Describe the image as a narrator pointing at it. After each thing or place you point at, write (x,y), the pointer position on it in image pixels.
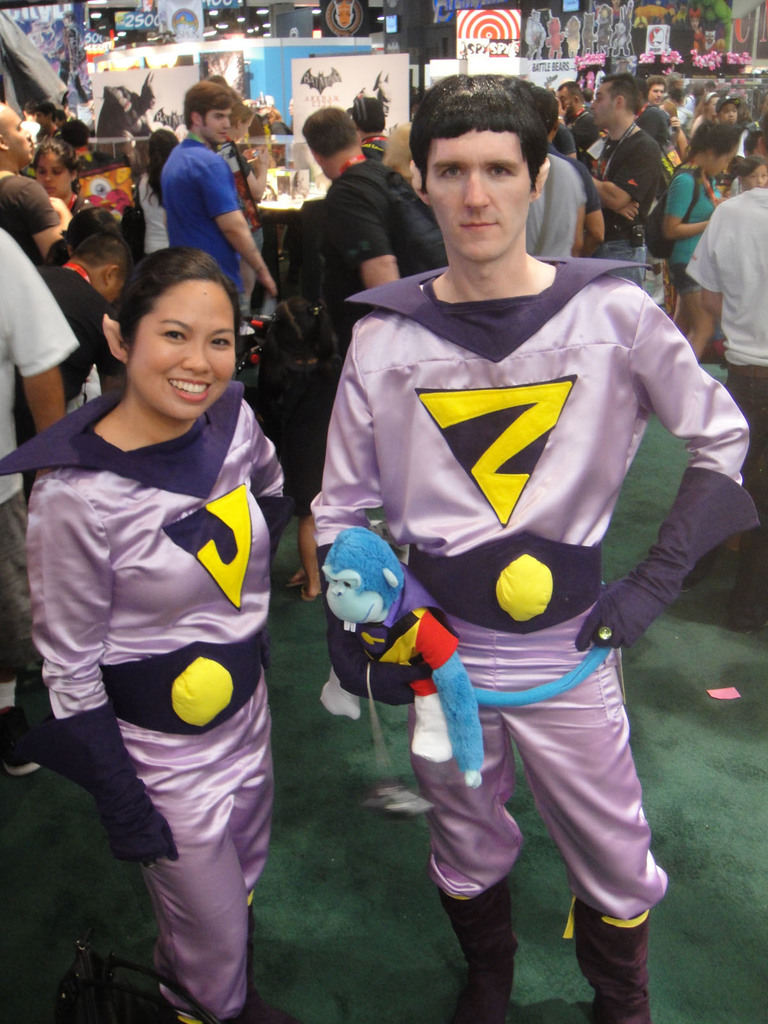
Here I can see a man (526,496) and a woman (220,844) are wearing same dress (219,553) which is in violet color. They are standing, smiling and giving pose for the picture. I can see a toy (374,619) in man's hand (404,688). In the background (338,185) there are many people (107,243) are standing. It is looking like an exhibition. I can see some boards (336,105) on the tables (293,191).
